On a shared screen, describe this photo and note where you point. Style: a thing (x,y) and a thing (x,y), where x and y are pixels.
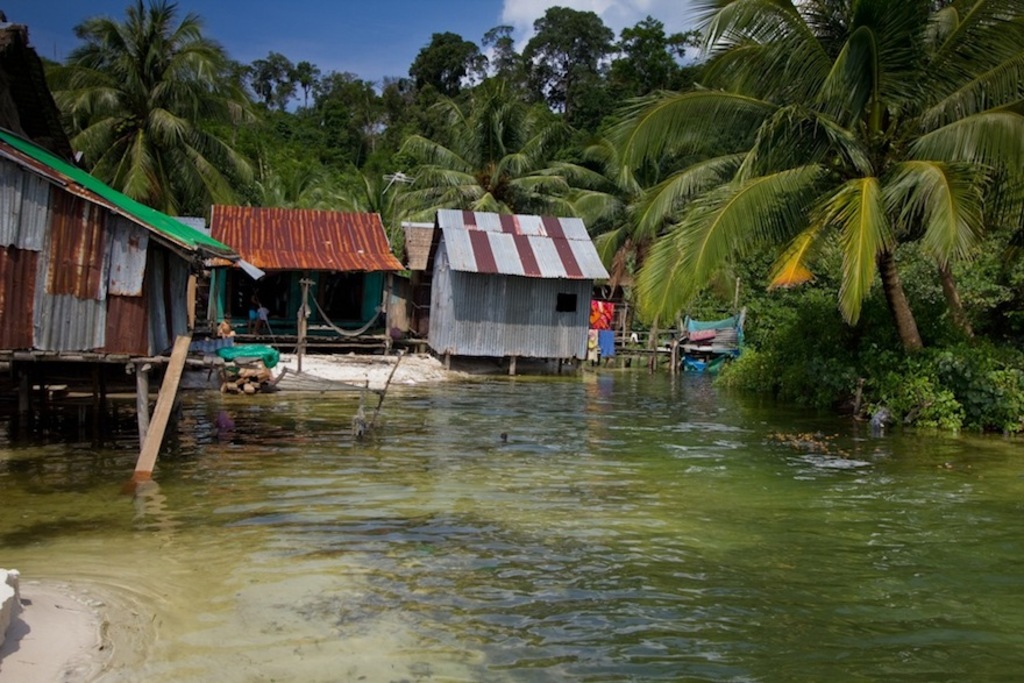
In this image, we can see houses (337,292), water (437,496), pipes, plants (852,363), trees (944,190) and few objects (308,293). Background (276,29), there is the sky (376,30). Here it looks like a person (256,314) is standing.
